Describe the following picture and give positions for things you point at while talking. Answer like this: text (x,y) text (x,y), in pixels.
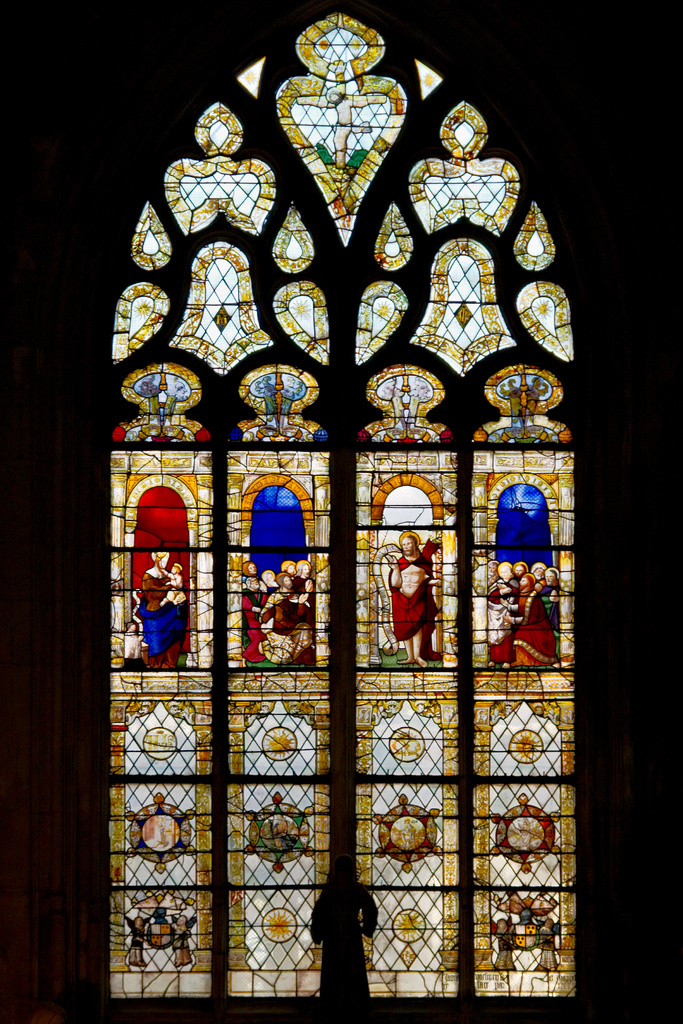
In this image I can see a stained glass (295,398). The background (8,379) is in black color.
